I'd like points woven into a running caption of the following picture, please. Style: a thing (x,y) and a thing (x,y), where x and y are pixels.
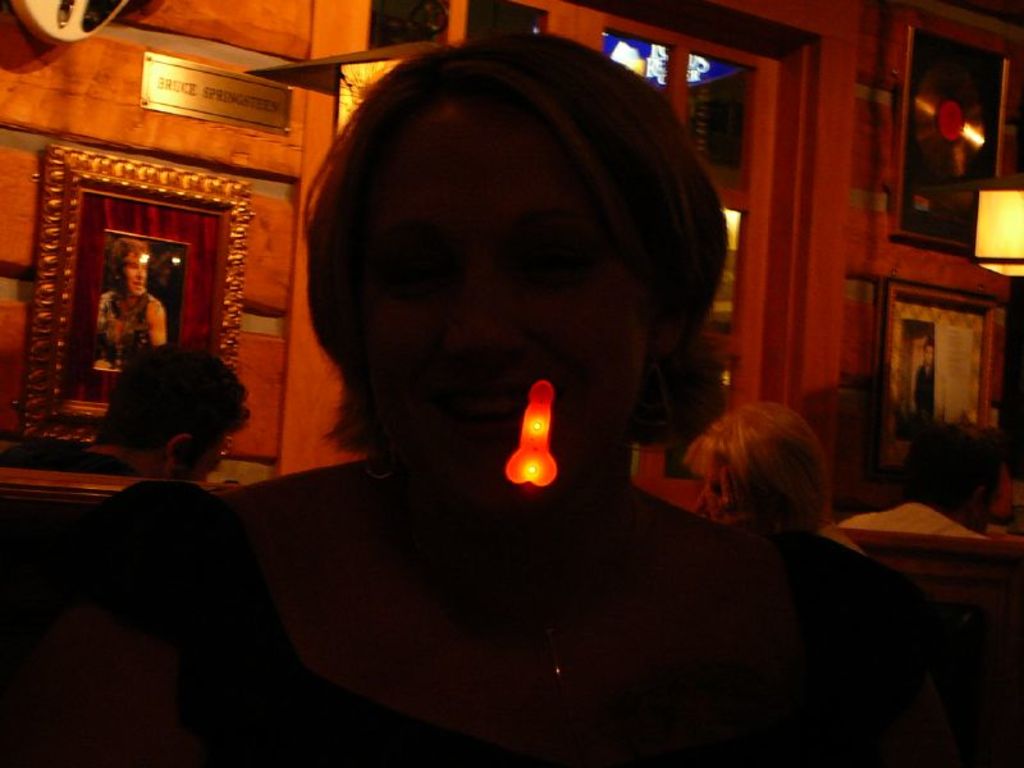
In this image we can see a few people (447,521), there are some lights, there are photo frames (233,327) on the wall (289,232), also we can see a board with text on it.
